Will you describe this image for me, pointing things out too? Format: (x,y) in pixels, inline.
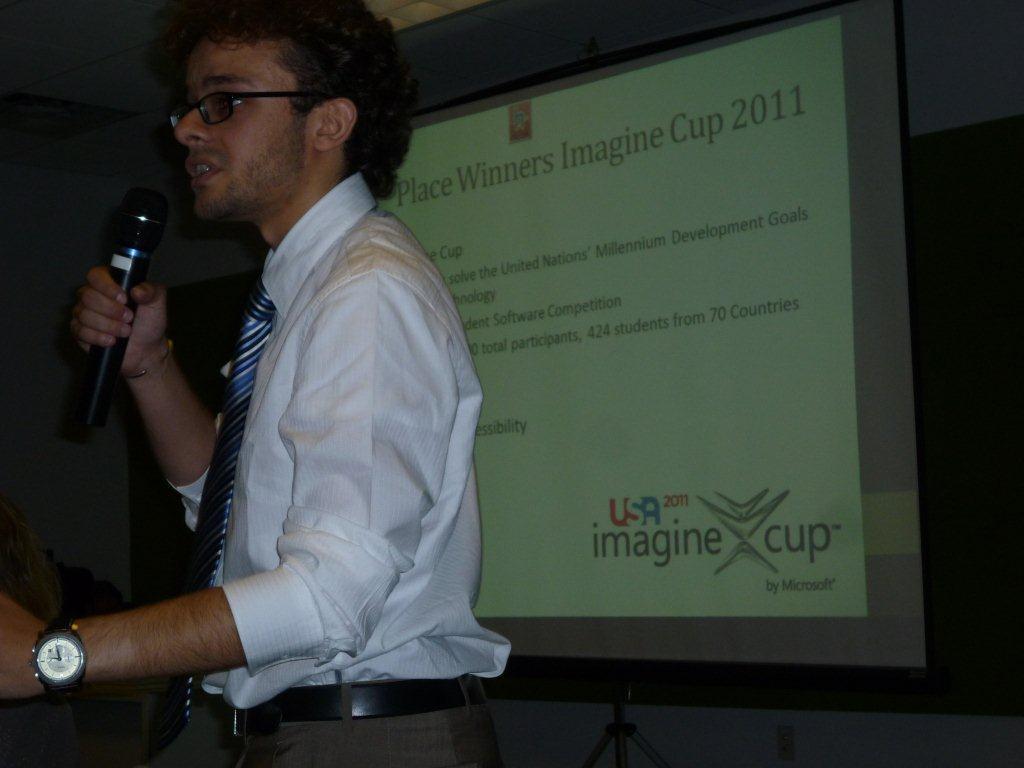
there is a person (237,161) talking in a microphone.
